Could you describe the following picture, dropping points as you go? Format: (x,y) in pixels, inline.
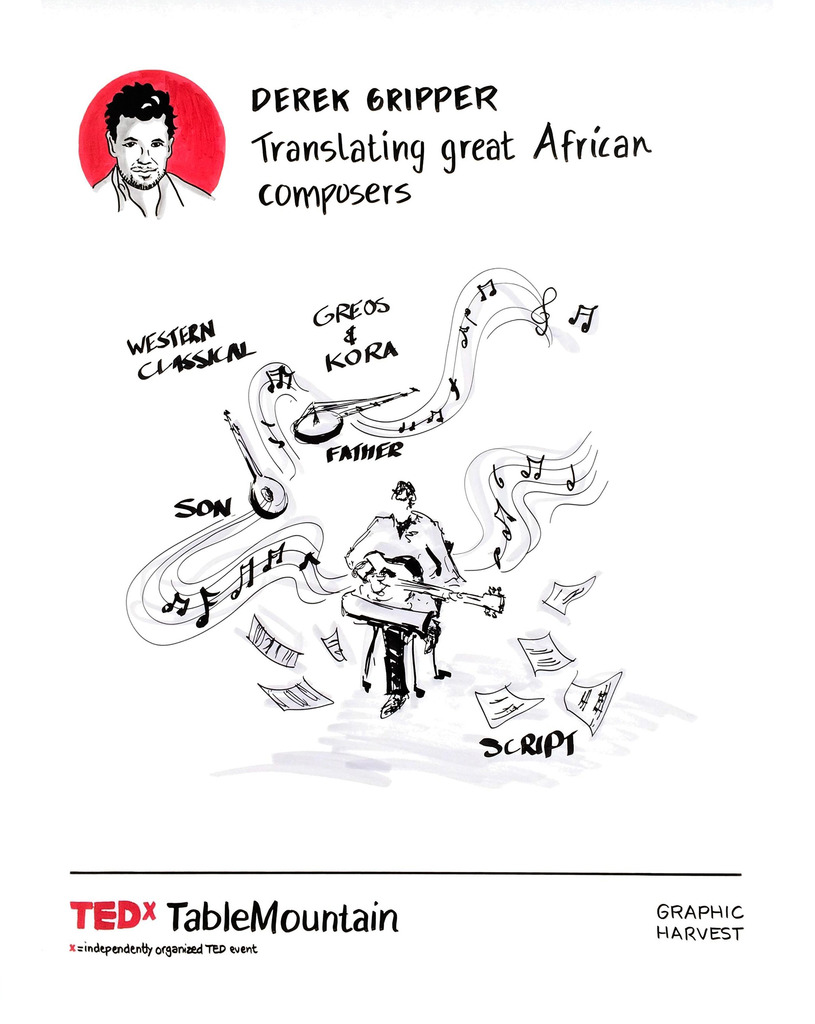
In this image I can see a poster (450,424) in which I can see a person (431,553) is sitting and holding a musical instrument (412,559), few papers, something is written and a picture (209,166) of a person (178,183).
